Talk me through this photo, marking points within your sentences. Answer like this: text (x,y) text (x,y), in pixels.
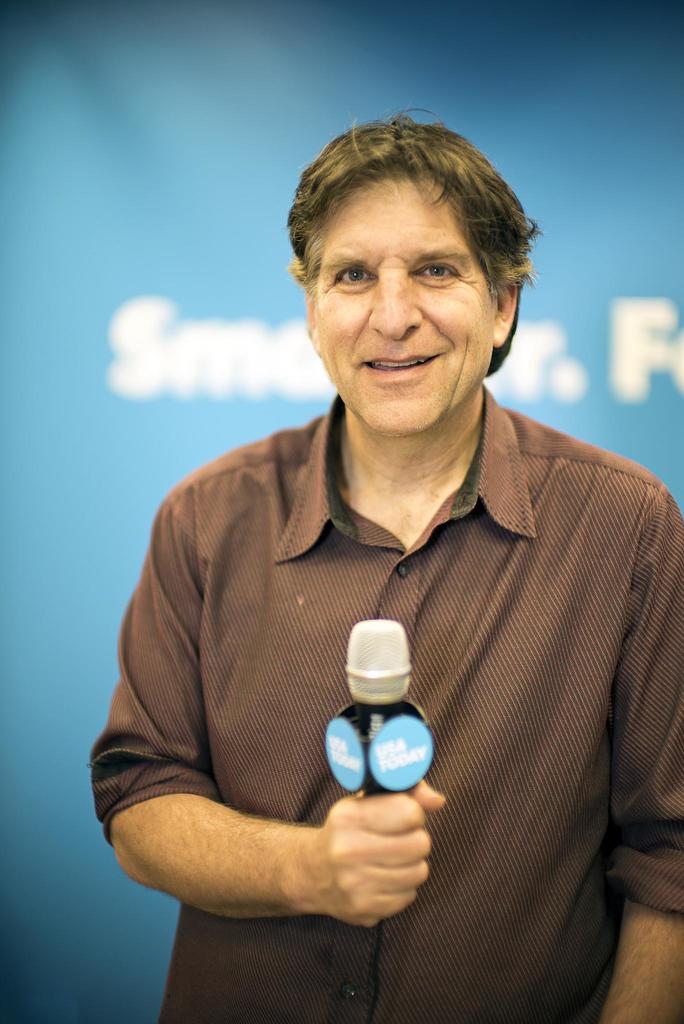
The man (339,650) in the brown shirt (325,722) is holding a microphone (412,719) in his hand (341,893) and he is smiling. Behind him, we see a blue color board (152,330) with some text (125,358) written on it. In the background (563,345), it is blurred.
